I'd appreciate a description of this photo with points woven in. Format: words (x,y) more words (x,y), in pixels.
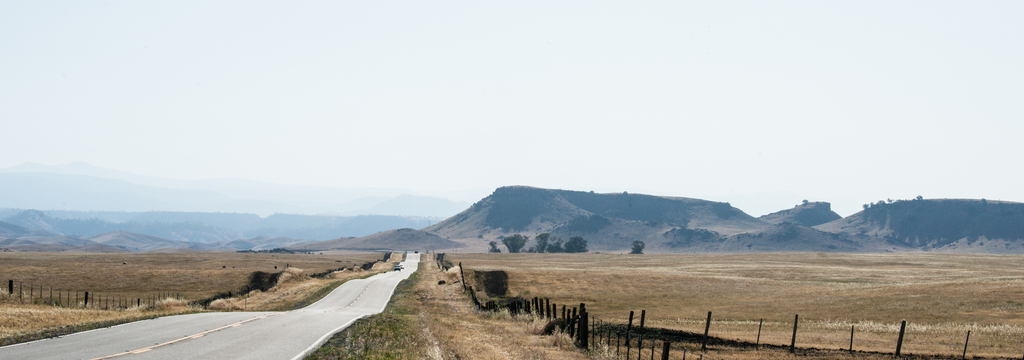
In this image, we can see a road (382,275). There are some poles (667,350) in the bottom left (81,293) and in the bottom right of the image (968,338). There are hills (947,208) on the right side of the image (947,208). There is a sky (414,50) at the top of the image (424,59).
